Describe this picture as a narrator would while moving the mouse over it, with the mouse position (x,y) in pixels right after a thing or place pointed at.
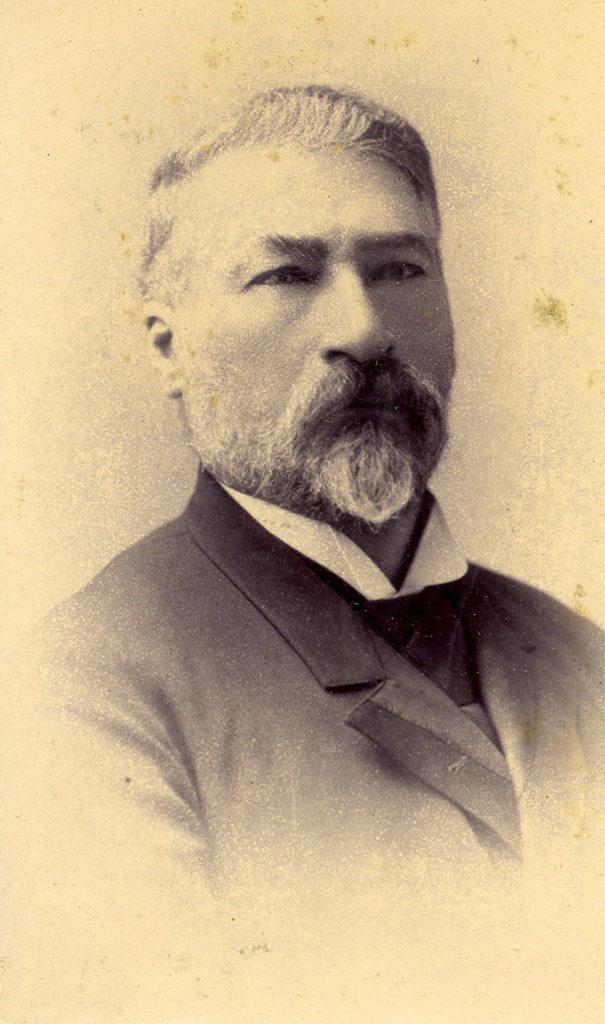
In this picture I can see a man (304,527), and there is white background (427,41).
